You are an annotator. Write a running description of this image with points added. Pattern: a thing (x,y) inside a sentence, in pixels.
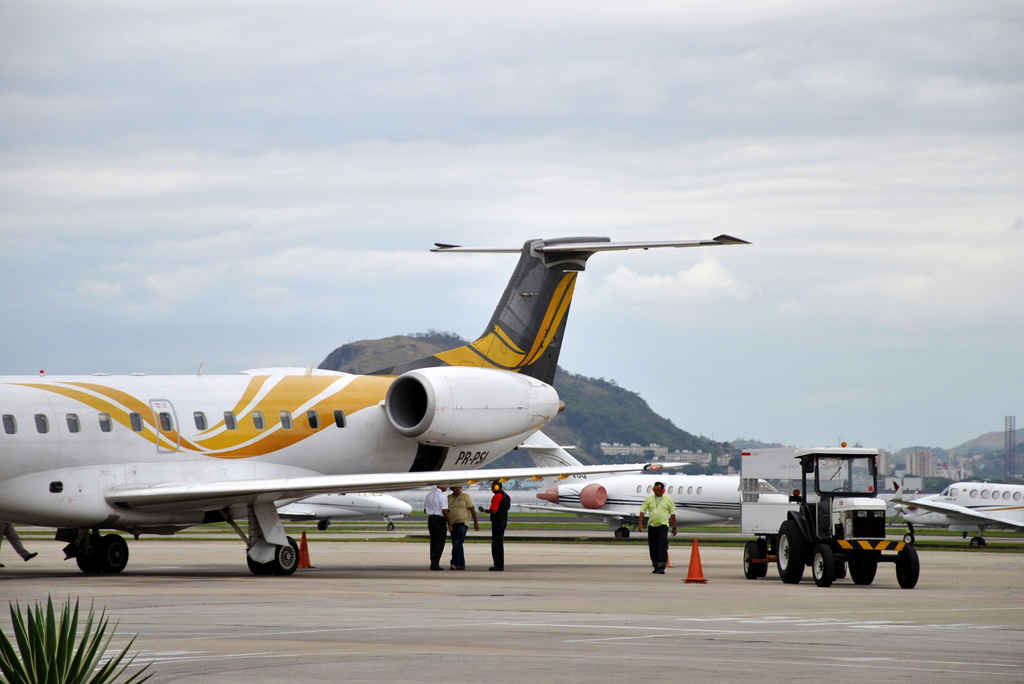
In this image I can see fleets of aircrafts (467,398) on the ground (689,603), truck (836,541) and five persons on the road (620,559). In the background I can see trees (657,420), mountains (610,395). On the top (394,156) I can see the sky (394,127). This image is taken during a day on the ground (935,558).
